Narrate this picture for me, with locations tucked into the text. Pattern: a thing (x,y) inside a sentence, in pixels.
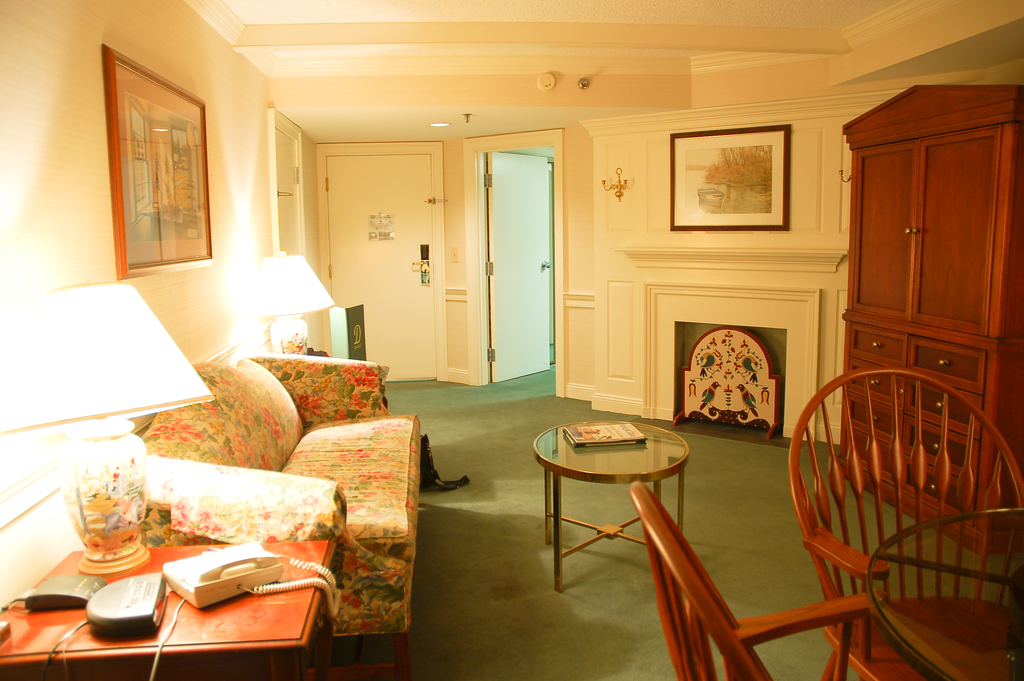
In this image we can see table lamps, telephone (208,575) and few things (126,614) are kept on the table (189,634). Here we can see wooden chairs (865,583), glass tables (539,453), sofa set (376,544), photo frames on the wall (56,275), we can see fireplace (770,327), wooden cupboard (987,396) and doors (546,202) in the background (506,332).
